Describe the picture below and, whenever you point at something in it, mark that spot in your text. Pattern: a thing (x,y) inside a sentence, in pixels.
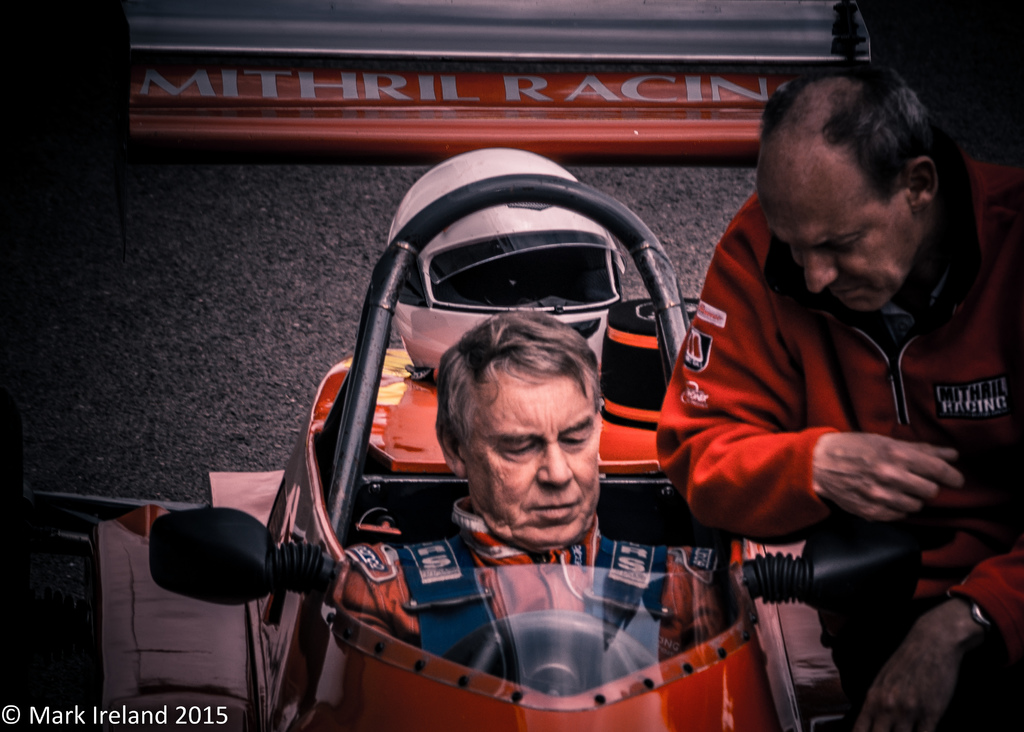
In the image we can see two men (708,463) wearing clothes (598,550) and the right side man (951,619) is wearing wrist watch (973,603) and the left side man (522,543) is sitting on the racing car (517,611). Here we can see road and at the left bottom (133,718) we can see water mark (50,709).
